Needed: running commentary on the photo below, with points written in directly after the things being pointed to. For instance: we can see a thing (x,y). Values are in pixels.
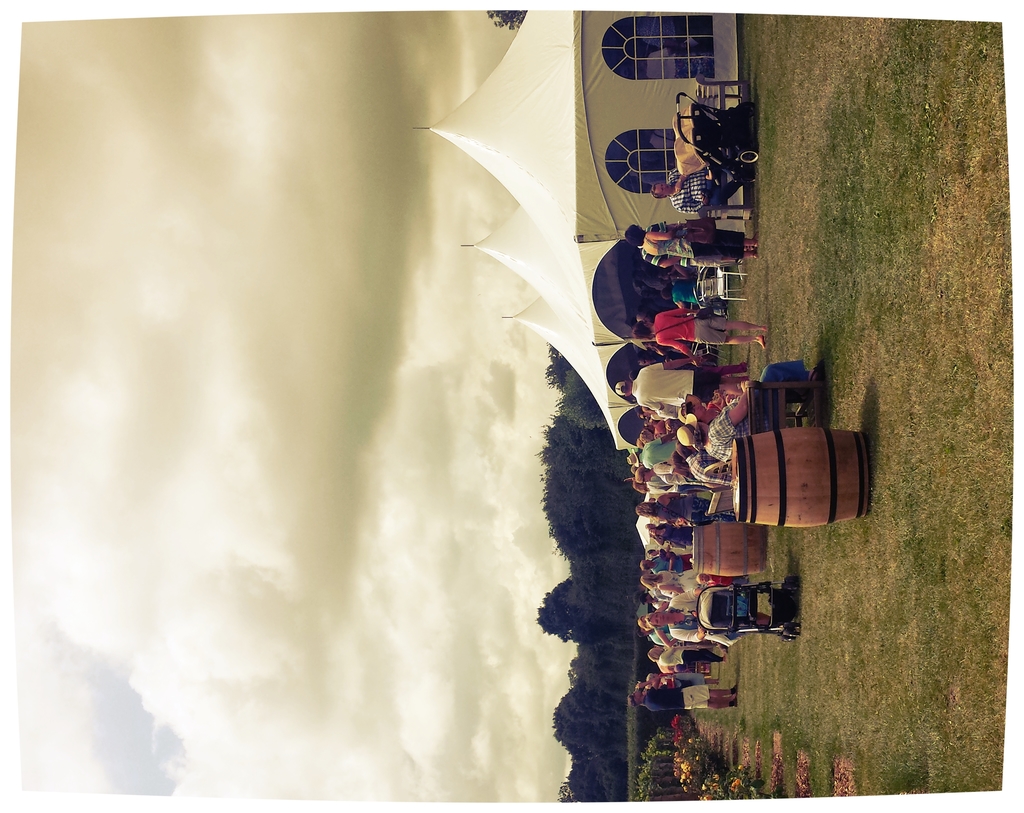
In this image we can see wooden barrels (853,442), tents (603,244), windows (640,75), baby trolleys (738,158), trees (612,595), people (664,476) and we can also see clouds (374,555) in the sky (475,611).
